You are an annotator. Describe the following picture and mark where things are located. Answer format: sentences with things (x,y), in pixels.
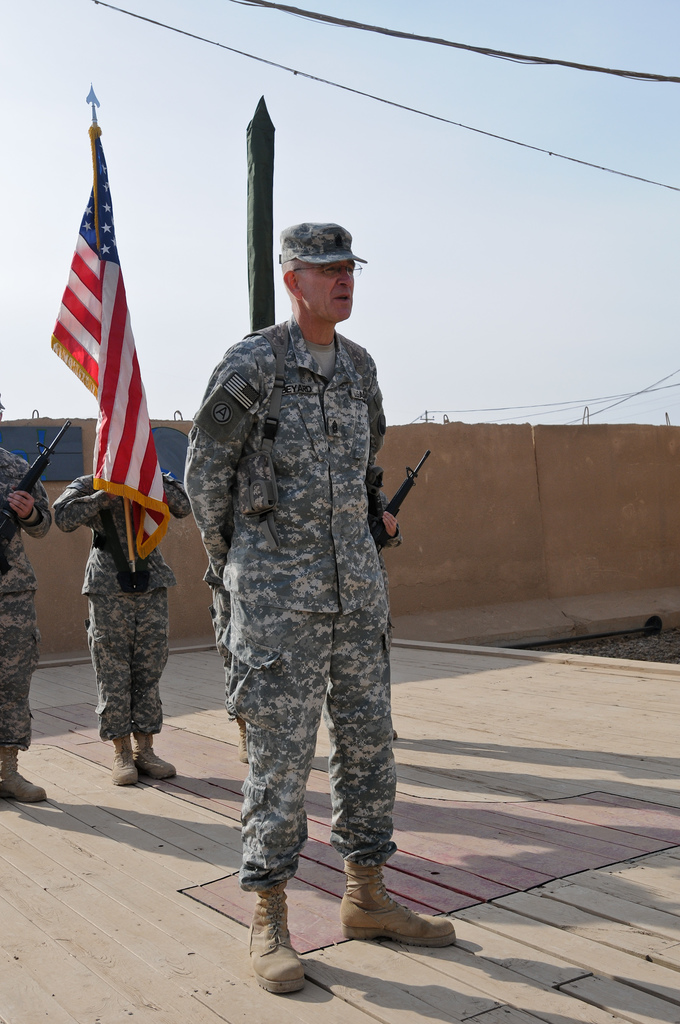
In the center of the picture (383,430) there is a person (271,719) standing. On the left (131,663) there are two soldiers (84,586) standing, one is holding a flag (114,463) and other a gun (30,470). In the center of the picture (443,522) there is a wall (501,511). At the top (161,22) there are cables (570,65). Sky (510,113) is clear and it is sunny.
